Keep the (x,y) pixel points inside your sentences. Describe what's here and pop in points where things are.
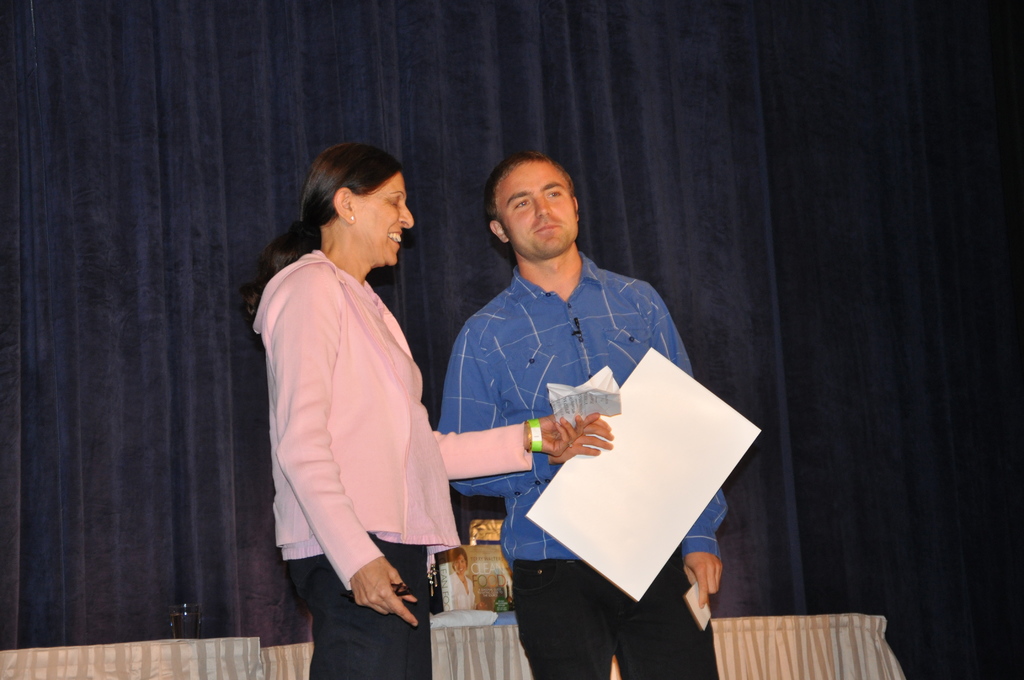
This image is taken indoors. In the background (162,502) there are a few curtains (154,367) and there are a few tables (240,637) with tablecloths (493,642) and a few things (188,626) on them. In the middle of the image (351,278) a man (516,551) and a woman (391,610) are standing on the floor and they are holding papers (664,441) in their hands (557,460).
